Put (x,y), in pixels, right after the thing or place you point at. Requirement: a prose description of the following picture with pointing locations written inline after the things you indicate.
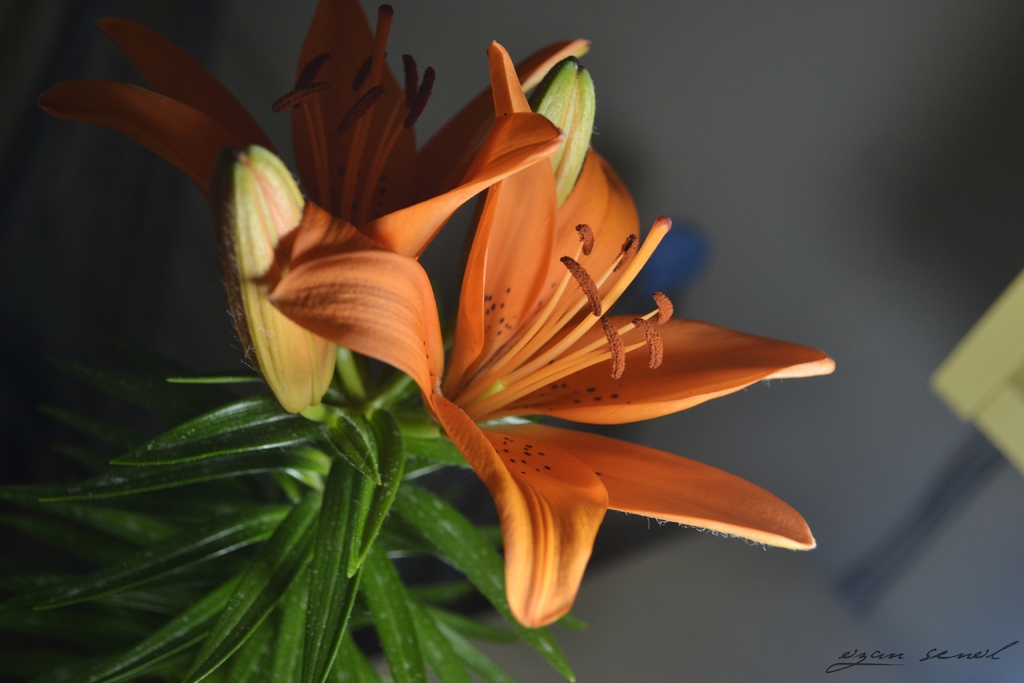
In the center of this picture (495,351) we can see the flowers (530,568), buds (275,229) and the green leaves (368,579). In the background (986,358), we can see some other objects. In the bottom right corner (941,654) we can see the text (917,654) on the image.
